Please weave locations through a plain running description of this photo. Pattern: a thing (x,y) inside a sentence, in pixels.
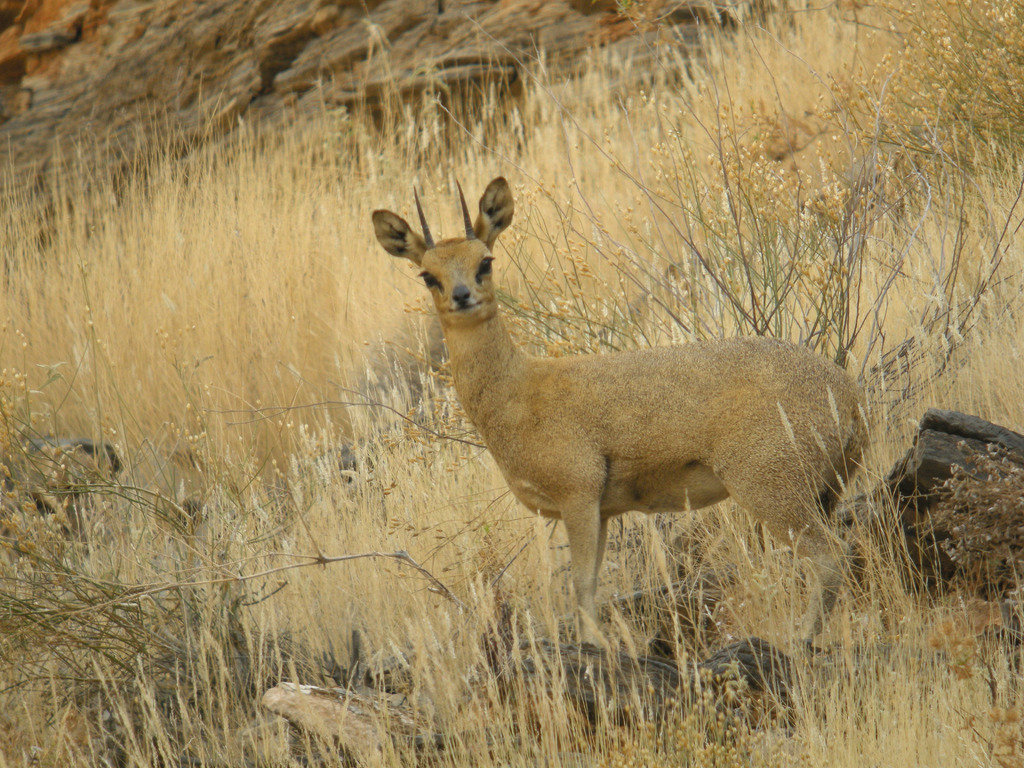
This picture is clicked outside the city. In the foreground (214,660) we can see the dry grass (327,376). In the center (518,364) there is an animal (460,285) seems to be standing on the ground (665,515). In the background (132,49) we can see the rocks (368,70).
